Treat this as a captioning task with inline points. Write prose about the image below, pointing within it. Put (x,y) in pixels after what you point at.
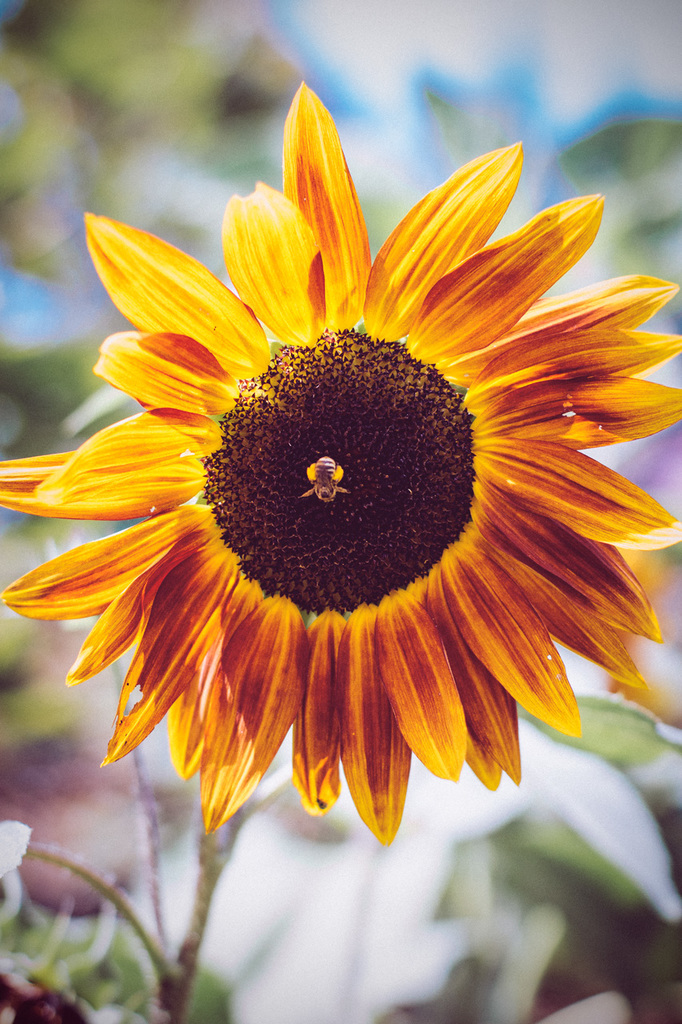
In this picture, we see a yellow flower (338,665). We see a honey bee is on the flower (244,429). In the background (146,134), we see the plants (250,942) or the trees (241,188). This picture is blurred in the background (392,117).
